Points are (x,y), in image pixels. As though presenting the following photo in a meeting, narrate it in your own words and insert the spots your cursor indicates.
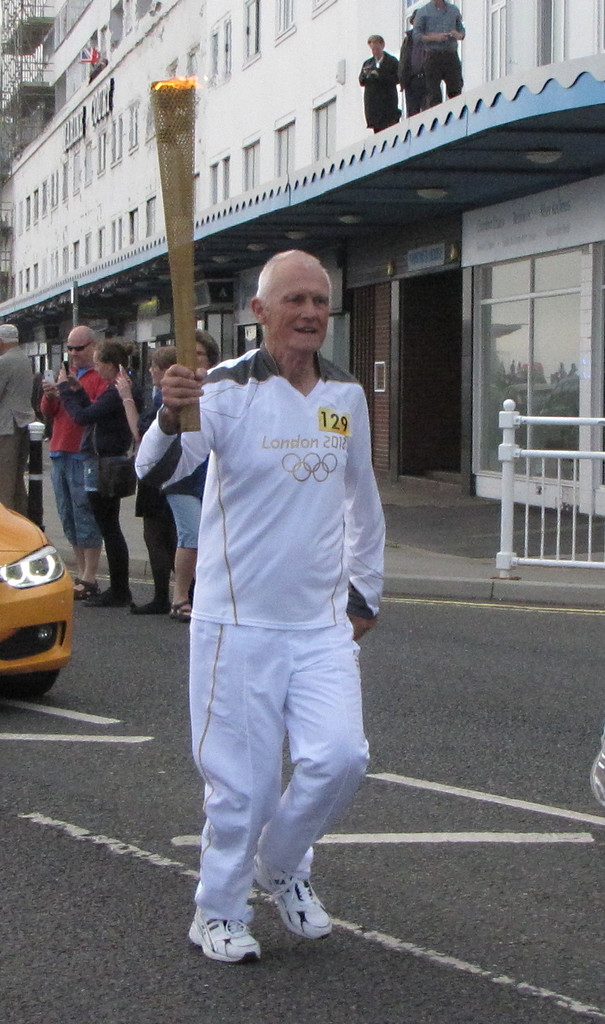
In the center of the image (257,572) we can see a man (260,555) standing and holding an olympic lamp (179,110) in his hand (177,379). In the background (188,532) there are people (119,442). On the left (10,576) there is a car (50,657) on the road (48,709). In the background (405,240) there is a building (508,299) and we can see people (412,62) standing on the building (424,173).
